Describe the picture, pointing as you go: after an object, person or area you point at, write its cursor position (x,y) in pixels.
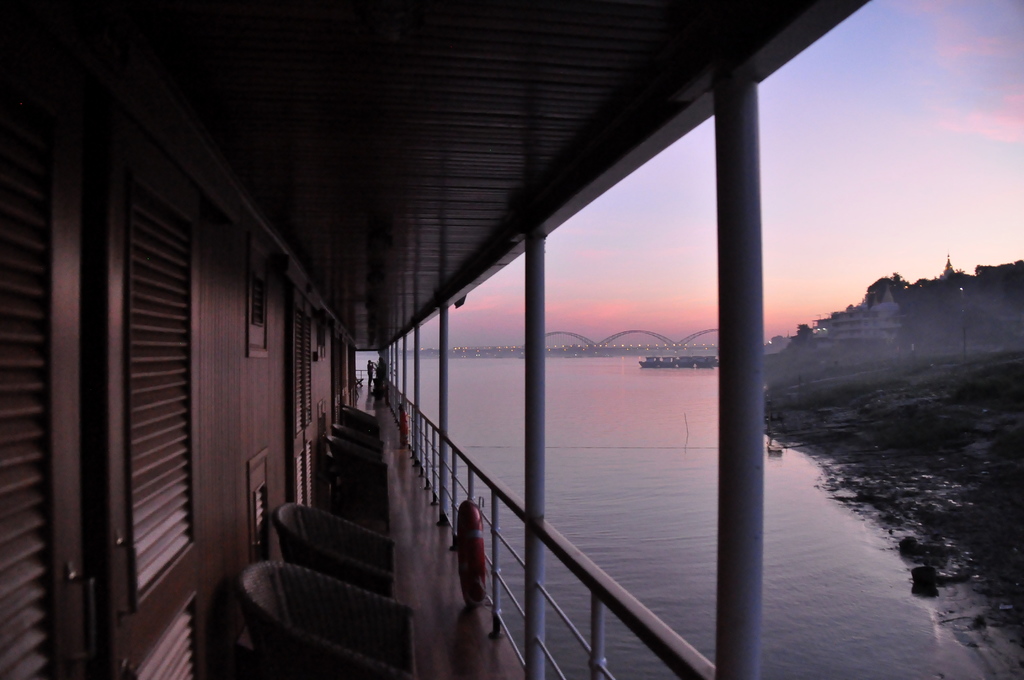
In this image, there is an outside view. There is a boat (522,146) on the left side of the image (31,599) contains some chairs (342,586). There is a river (618,484) and bridge (622,344) in the middle of the image (614,341). There is a hill (923,338) on the right side of the image (930,336). There is sky (956,167) in the top right of the image (929,115).
